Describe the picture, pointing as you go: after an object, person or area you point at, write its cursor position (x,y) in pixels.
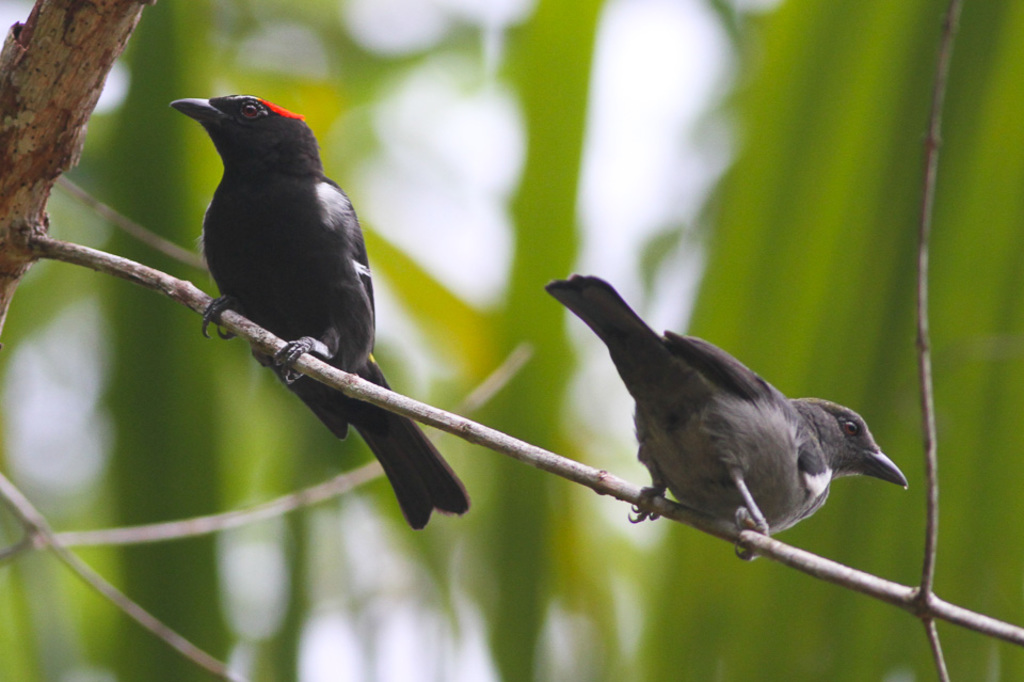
This picture is clicked outside. In the center (664,383) we can see the two birds (364,402) standing on the stem (96,254) of a tree (69,22). The background of the image (911,173) is blur and we can see the green color objects (541,231) in the background (383,263).
